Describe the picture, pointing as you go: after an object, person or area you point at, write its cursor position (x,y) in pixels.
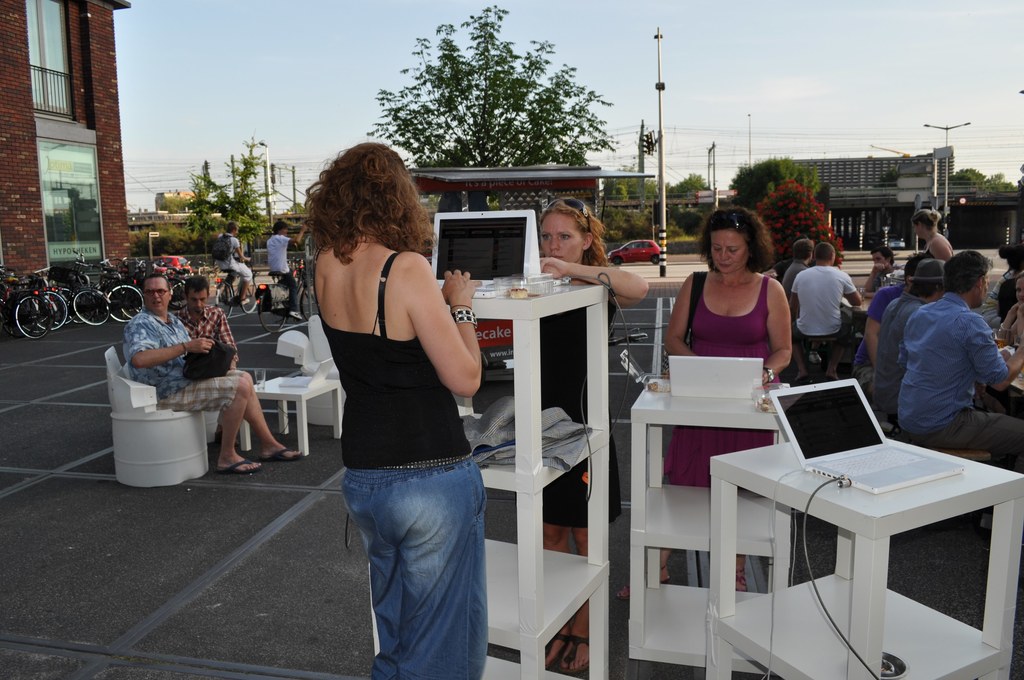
In this picture we can see three persons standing on the road (279,618). Even we can see two persons (206,306) sitting on the chairs (181,423). This is table (330,382) and these are the bikes (125,297). There is a building (56,74). In the background (284,55) we can see the sky (622,62). And there is a pole (663,86).
